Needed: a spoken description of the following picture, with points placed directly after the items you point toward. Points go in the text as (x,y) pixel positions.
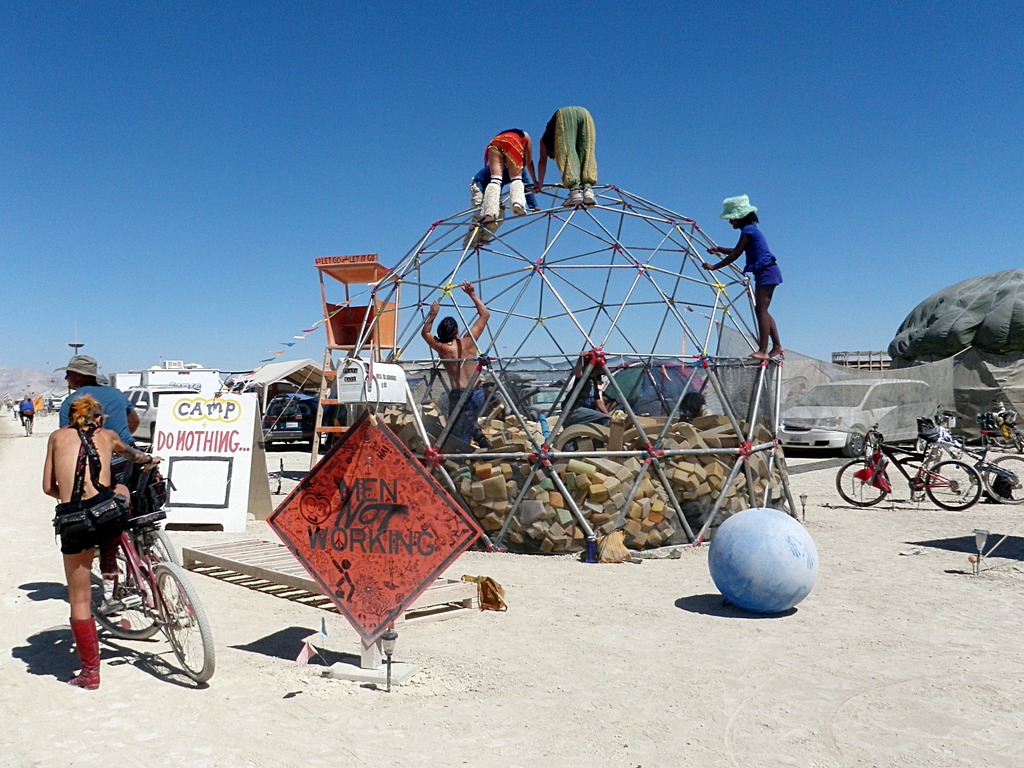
In this image, In the left side (134,634) there is a man (104,552) holding a bicycle (175,578), There is a red color poster (361,483), In the middle (473,411) there are some people (484,245) climbing on the ball (607,336) made of rods (591,346), There is a blue color ball (770,556), In the right side (880,402) there are some bicycles (925,484) and there is a white color car (854,422), In the background (806,177) there is a blue color sky (390,52).
